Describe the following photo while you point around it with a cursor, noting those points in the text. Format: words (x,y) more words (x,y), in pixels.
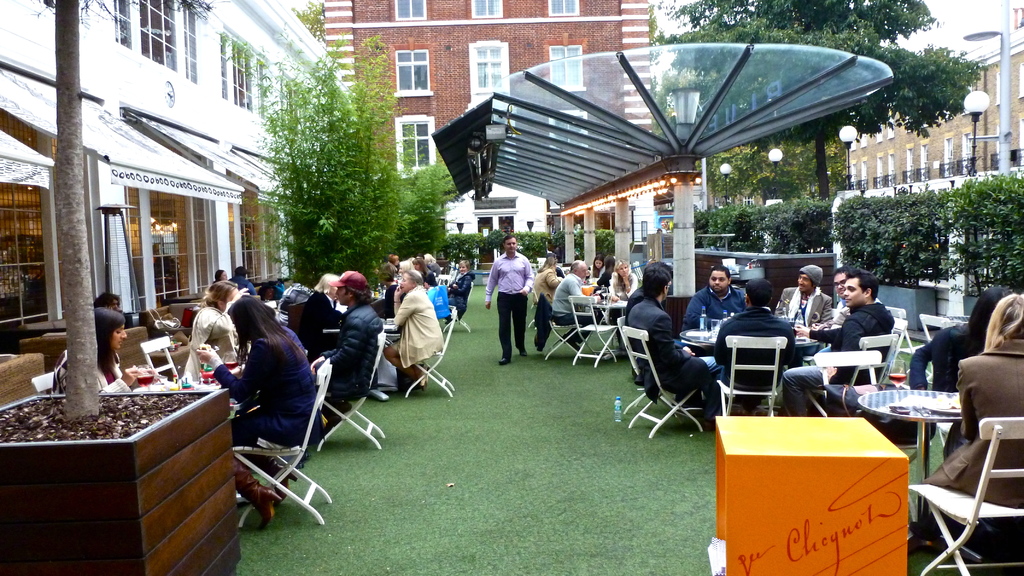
In this picture we can see some group of people (367,343) sitting on the chair (431,366) around the table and there are some plants (951,87) around them.
